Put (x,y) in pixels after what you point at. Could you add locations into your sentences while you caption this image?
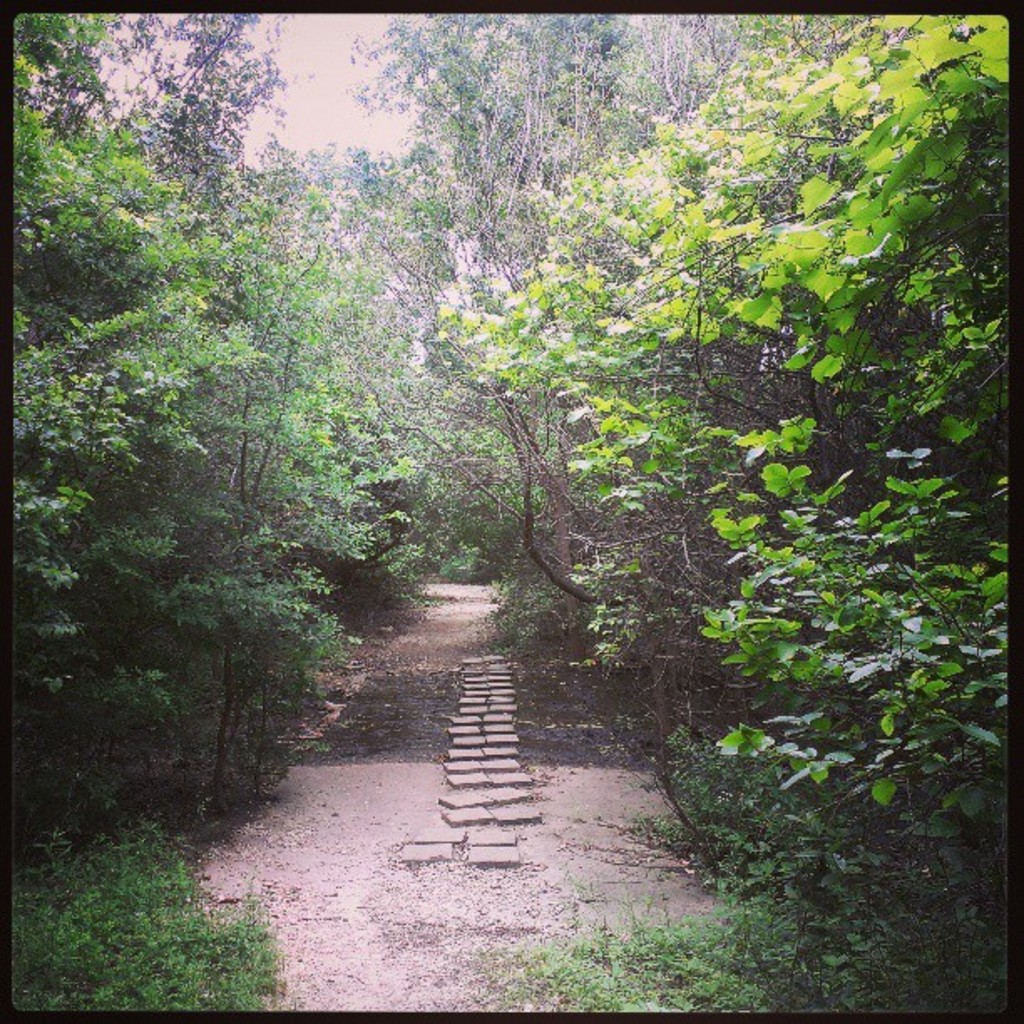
In this image we can see a group of trees (470,336), some stones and grass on the ground (568,751) and the sky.
